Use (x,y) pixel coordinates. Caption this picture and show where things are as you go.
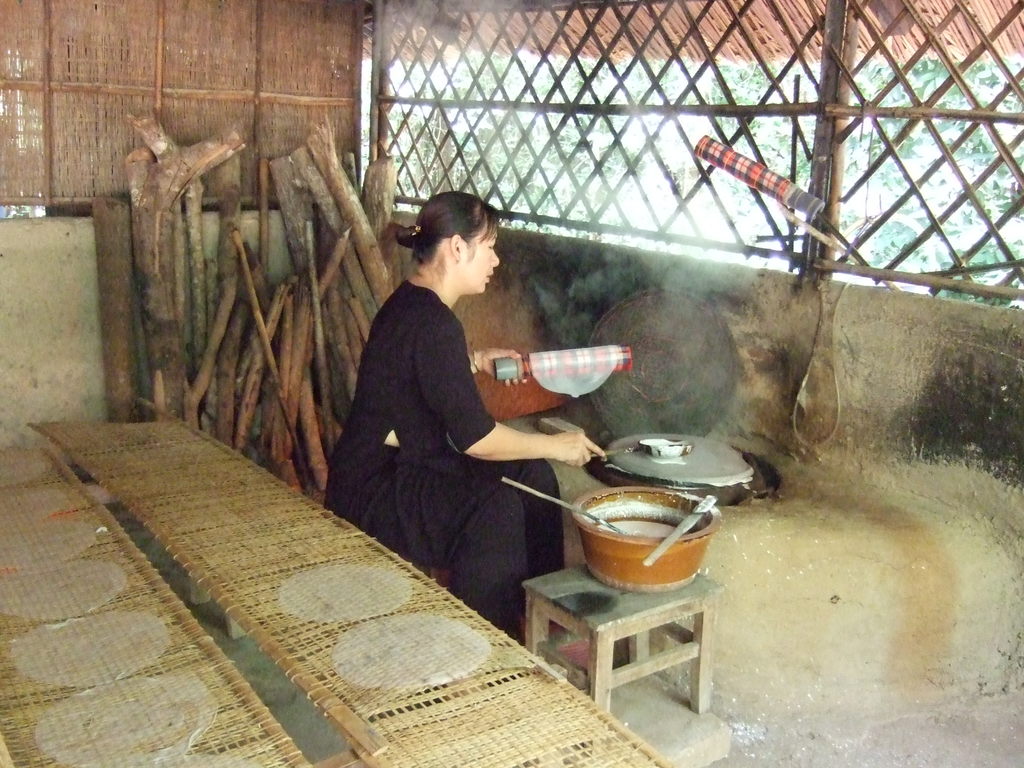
In this image I can see a woman (432,448) wearing a black color dress (433,485) and sitting on the stool (446,574). It seems like she's preparing some food item (642,463). At the back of her there is a table (184,667). In the background (175,283) there are some sticks (182,281).
